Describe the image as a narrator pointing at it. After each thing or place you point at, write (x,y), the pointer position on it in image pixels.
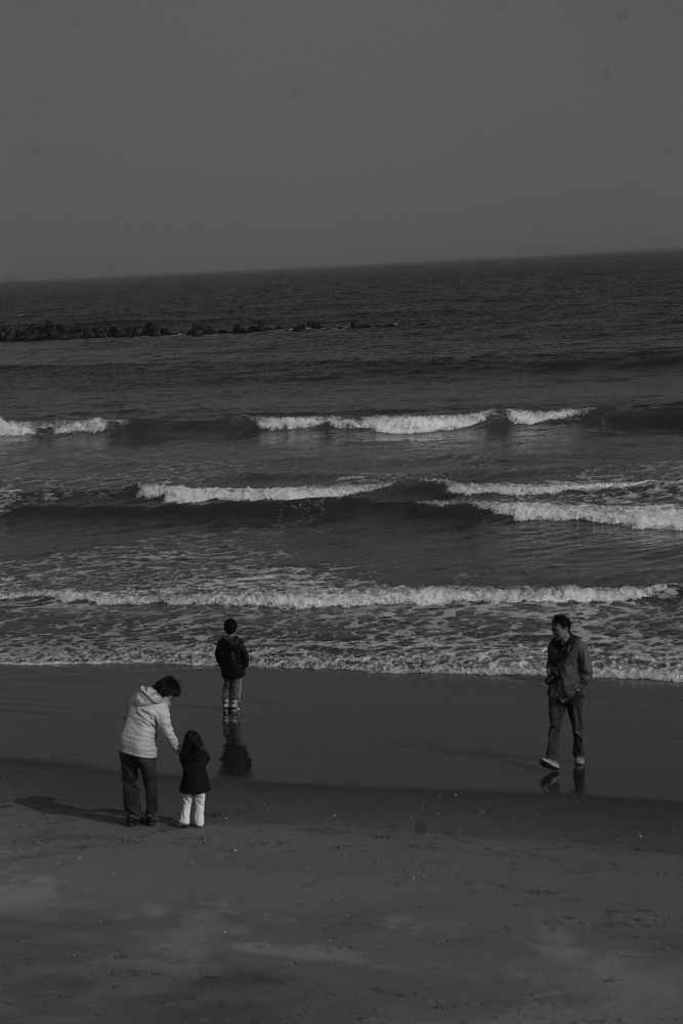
In this image I can see few people (135,794) are standing in-front of the water (226,354). In the background (24,97) I can see the sky (204,146).
